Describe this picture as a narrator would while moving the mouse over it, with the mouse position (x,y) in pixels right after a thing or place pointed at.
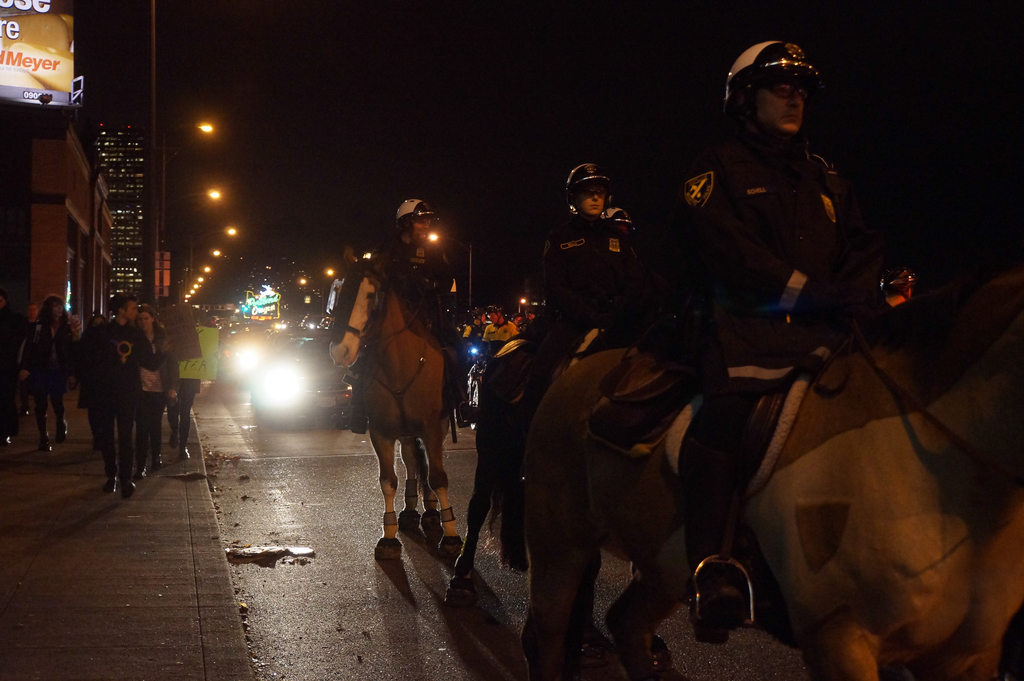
In this picture we can see three people (427,269) wore helmets (742,96) and sitting on horses (854,386) and riding and at back of them we can see some more vehicles (317,338) on road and aside to this road (226,389) we have a foot path (124,517) some persons (139,415) are walking on it and in the background (155,284) we can see lights (239,348), buildings (95,228), pole (155,39), banner (31,44) and it is dark.
